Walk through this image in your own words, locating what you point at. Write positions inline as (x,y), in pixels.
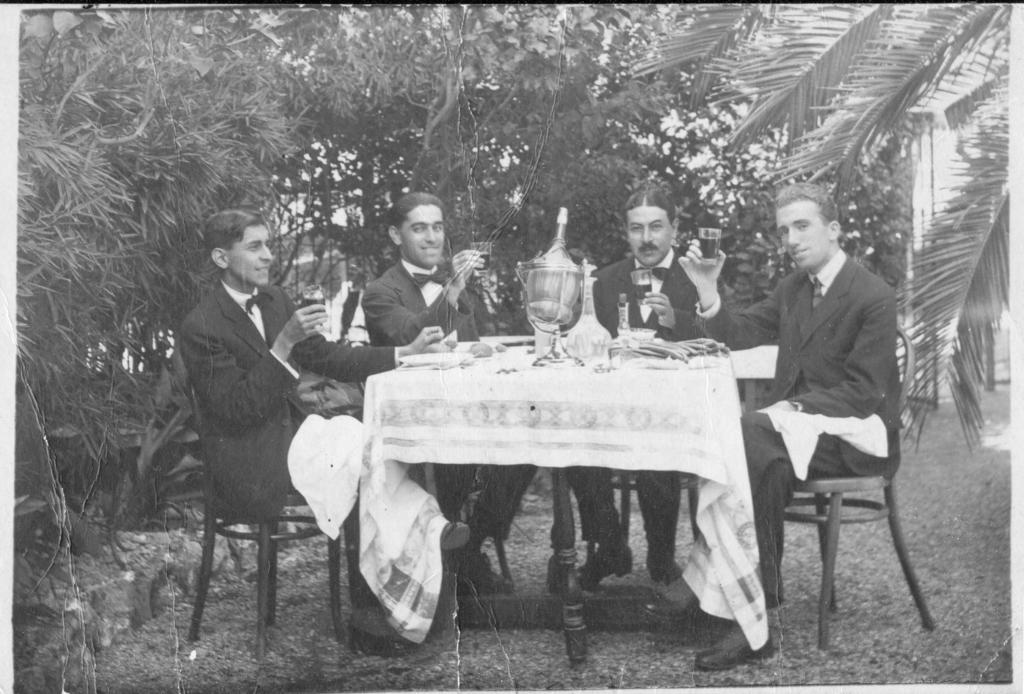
This image consist of four persons (812,357), sitting in the chairs (877,508) around the table (522,371) the table (629,453) is covered with white cloth (474,404). On which there are plates (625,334) and bottles (591,322) kept. All are wearing black suits (253,372). In the background (452,118) there are trees (403,125). At the bottom (225,650) there is ground (229,666).
